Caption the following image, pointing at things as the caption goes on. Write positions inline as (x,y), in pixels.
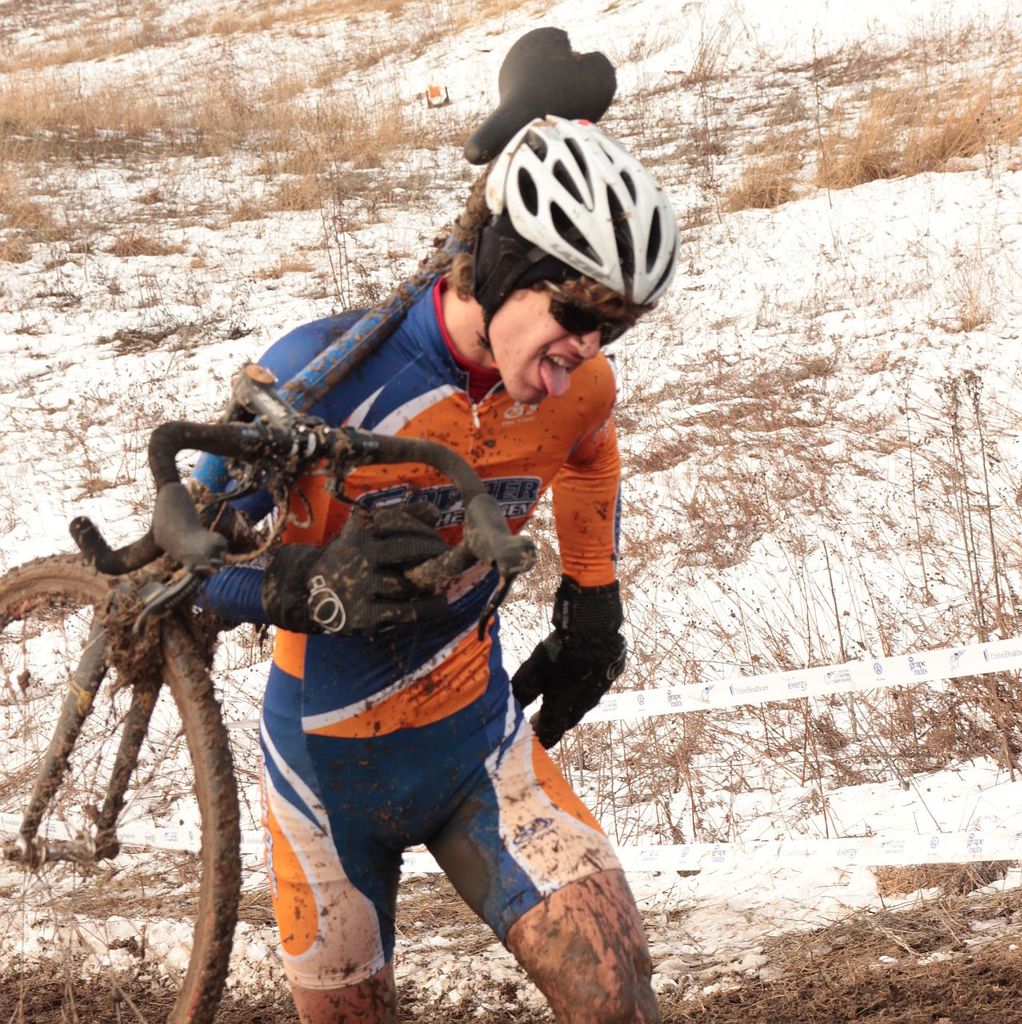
In this image I can see a person (403,704) wearing blue, white and orange colored dress (459,677) and white color helmet (598,214) is standing and carrying a bicycle (185,546) on his shoulder (378,383). In the background (310,115) I can see some grass (319,160) which is brown in color and some snow (130,292) on the ground (740,514).
